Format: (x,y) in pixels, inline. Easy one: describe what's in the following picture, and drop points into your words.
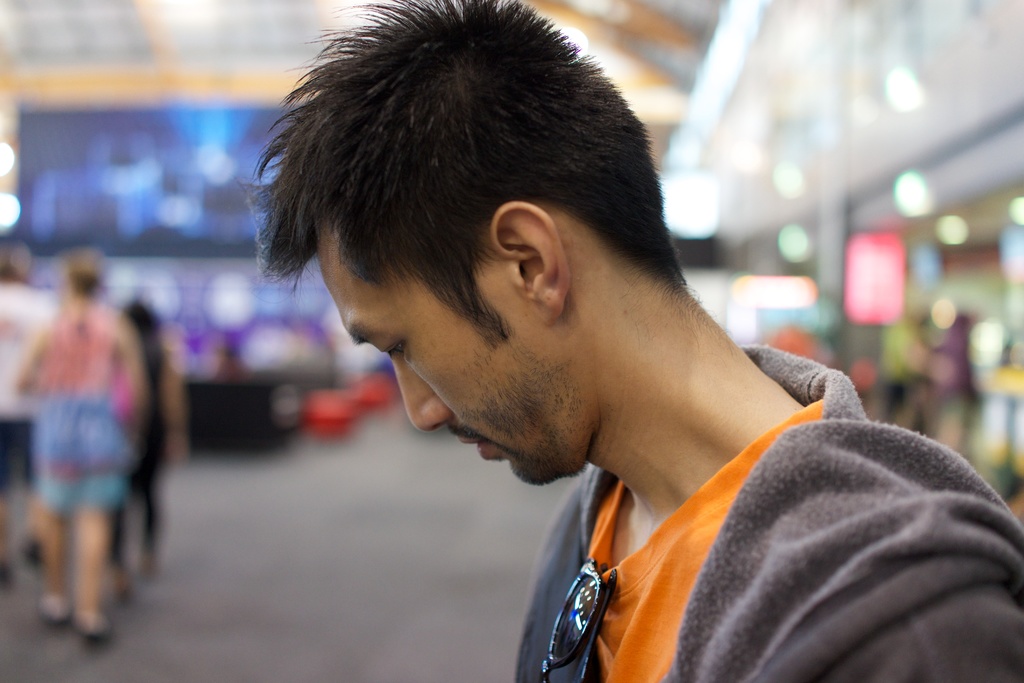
This picture describes about group of people (152,390), in the middle of the image (591,366) we can see spectacles (557,647) and a man (532,456), he wore a sweater (747,507), in the background (792,175) we can find few lights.
